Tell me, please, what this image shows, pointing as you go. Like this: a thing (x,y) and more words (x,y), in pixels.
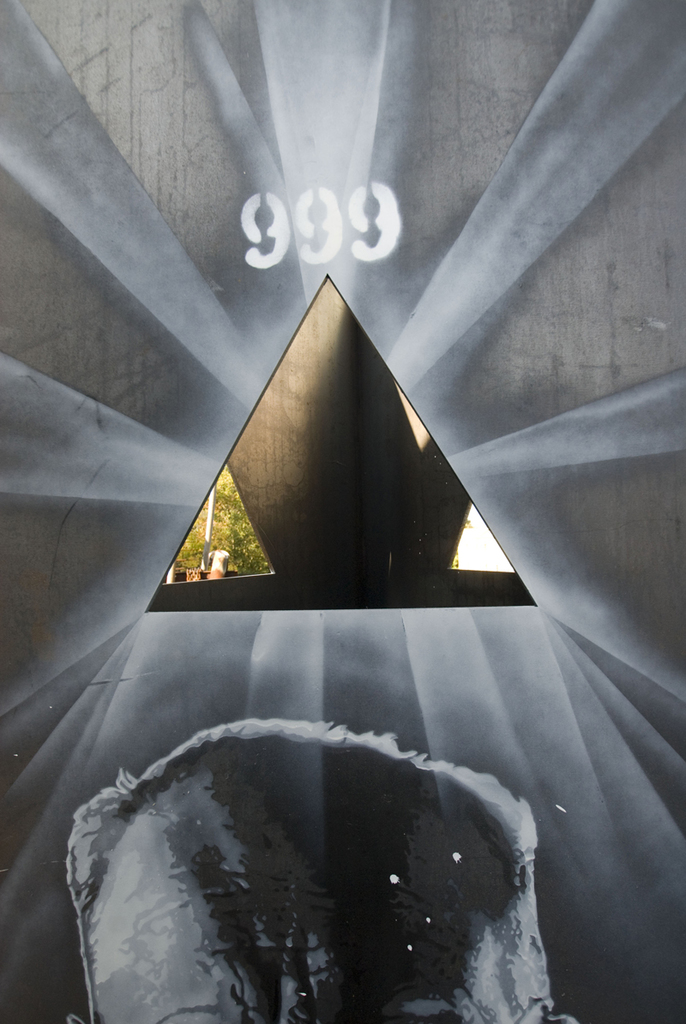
In this image there is a painting (185,920), there is a number (291,239) on the wall (489,66), there are trees (246,518), there is a pole (207,523), there is a person (316,841) truncated towards the bottom of the image (322,882).
